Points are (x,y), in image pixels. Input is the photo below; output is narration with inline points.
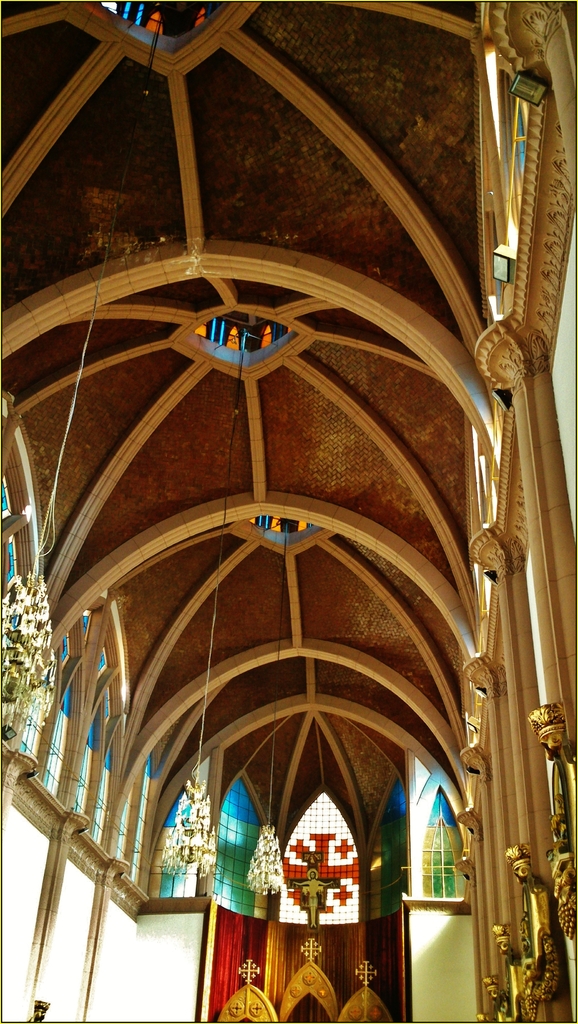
This is an inside view of a building (188,887). In this picture we can see some glass objects (222,880) and golden objects (576,826) on the right side (566,759). It looks like a chandelier (37,695) on the left side (43,628).
